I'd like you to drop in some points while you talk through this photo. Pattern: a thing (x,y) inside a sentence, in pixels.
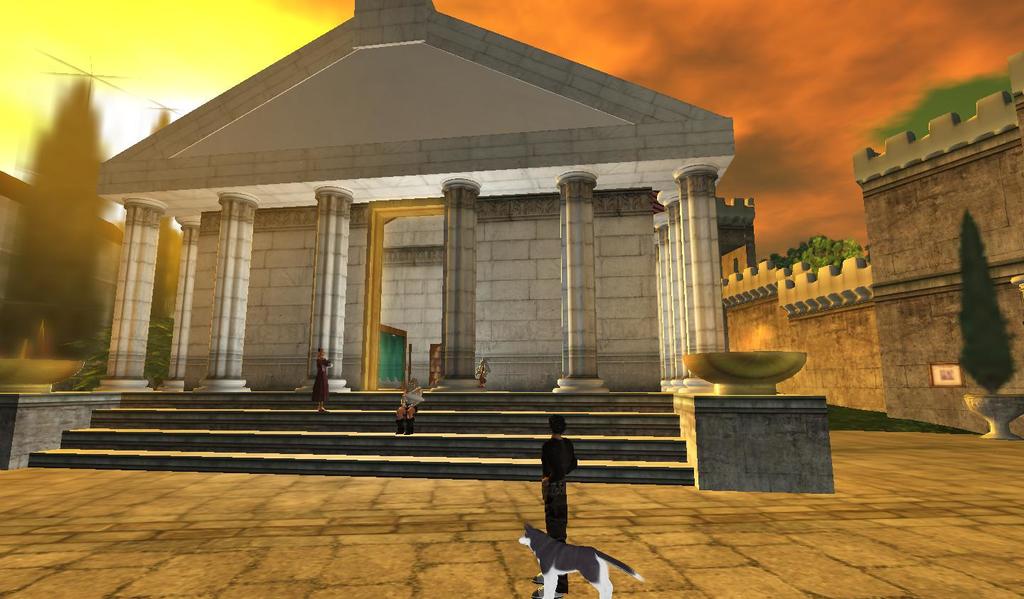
In this picture I can see there is a person (559,453) standing here and there is a dog (556,555) standing with the person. In the backdrop (369,390) there is a building (321,340) and there are few stairs (391,424), there are two people (323,388) one of them is sitting and the other is standing at the stairs (446,392). There are pillars (346,278) and door (379,254) in the backdrop (119,362). There is a plant (979,327) into right and there is a wall (826,275). The sky (76,76) is cloudy.
